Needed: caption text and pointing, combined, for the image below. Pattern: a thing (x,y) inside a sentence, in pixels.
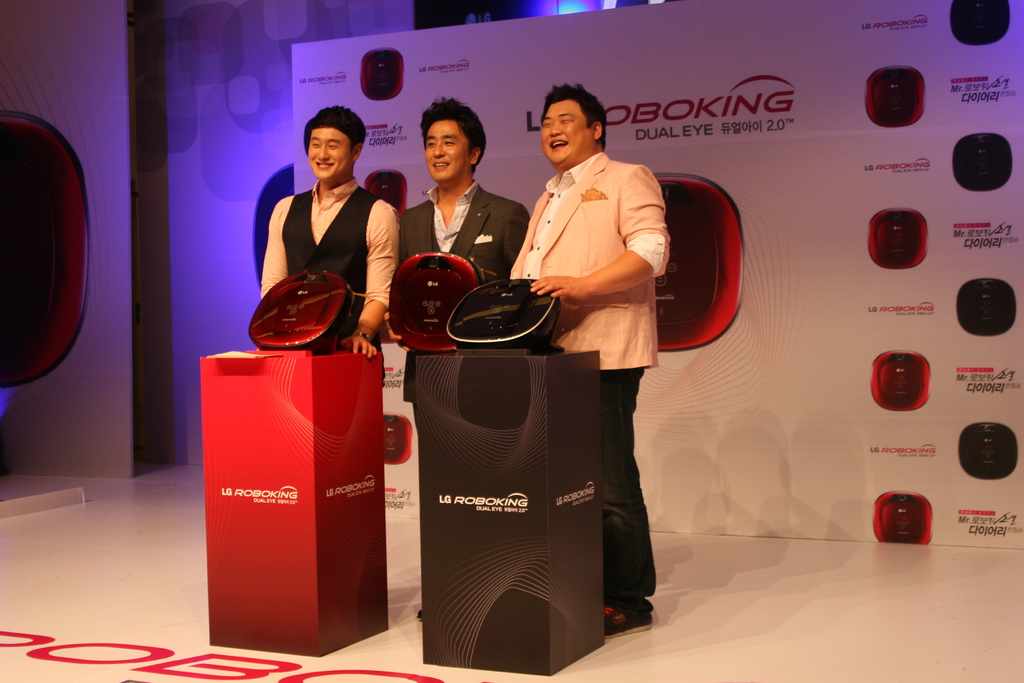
In the picture we can see a three men (572,254) are standing on the stage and holding something and smiling and in the background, we can see a hoarding (696,371) with some advertisements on it and behind it we can see some blue color light (187,234) focus to the wall (129,476).
